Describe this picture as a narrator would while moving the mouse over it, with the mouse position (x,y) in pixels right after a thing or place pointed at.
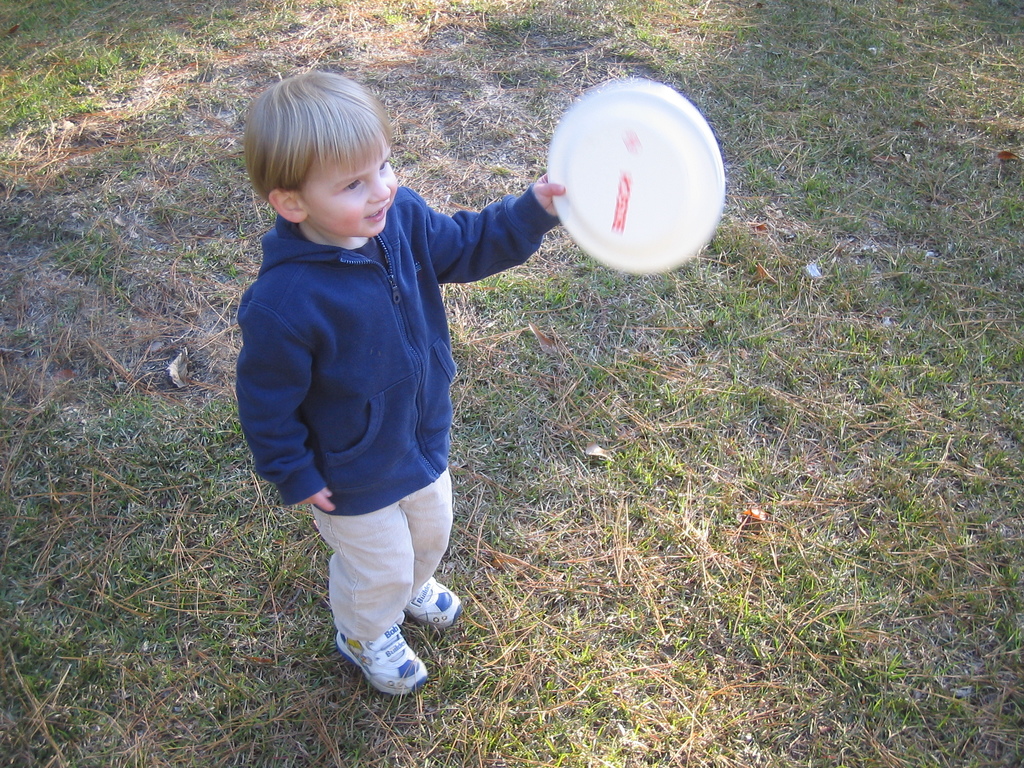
This image consists of a boy (261,301) wearing a blue jacket (363,445). He is holding a frisbee (624,225). At the bottom (440,695), there is green grass (720,317) on the ground (201,434). The boy (358,642) is wearing white shoes (387,646).
